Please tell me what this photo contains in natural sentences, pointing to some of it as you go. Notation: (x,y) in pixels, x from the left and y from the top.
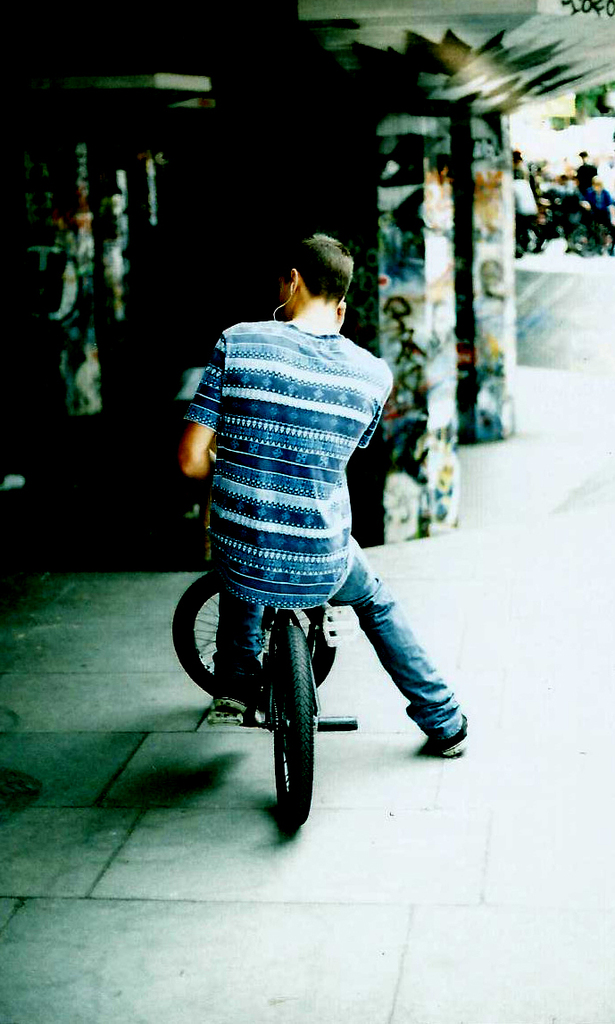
In the picture we can see a man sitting on a bicycle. In the background (447,309) we can see a pillars (410,372) and wall (559,336) and some people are standing bit far to them.
